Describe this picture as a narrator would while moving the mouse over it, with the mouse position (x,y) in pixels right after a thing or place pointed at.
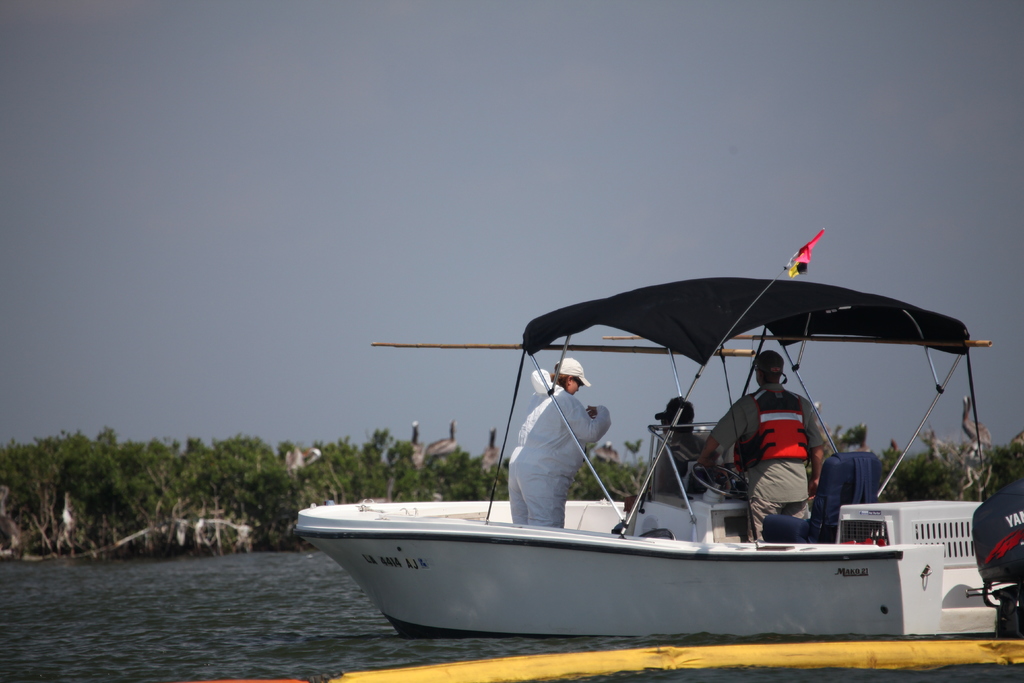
In this image we can see people (520,499) in boat (568,557). At the bottom of the image (286,630) there is water (295,639). In the background of the image (270,524) there are trees (196,515), sky (219,279).
